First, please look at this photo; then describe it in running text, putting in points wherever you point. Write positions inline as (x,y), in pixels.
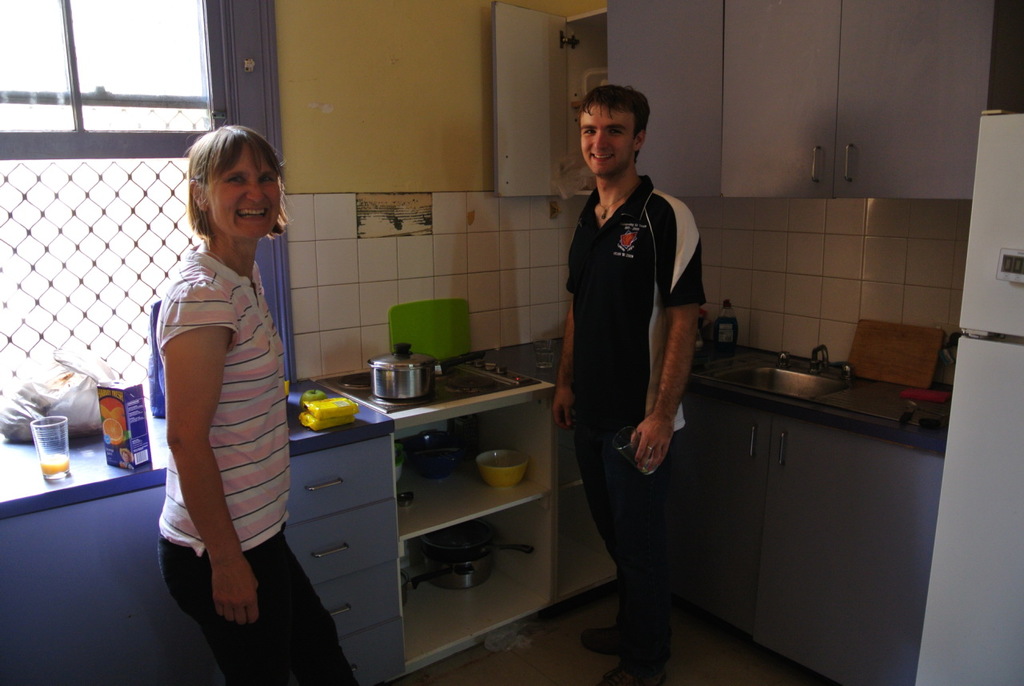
There is a man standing on the right side (686,411) and he is holding a glass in his hand (670,437) and he is smiling. Here we can see a woman (206,202) standing on the left side (287,226) and she is smiling as well. Here we can see a bowl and this is a fruit juice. Here we can see a glass window (39,88) which is on the left side (56,91).
